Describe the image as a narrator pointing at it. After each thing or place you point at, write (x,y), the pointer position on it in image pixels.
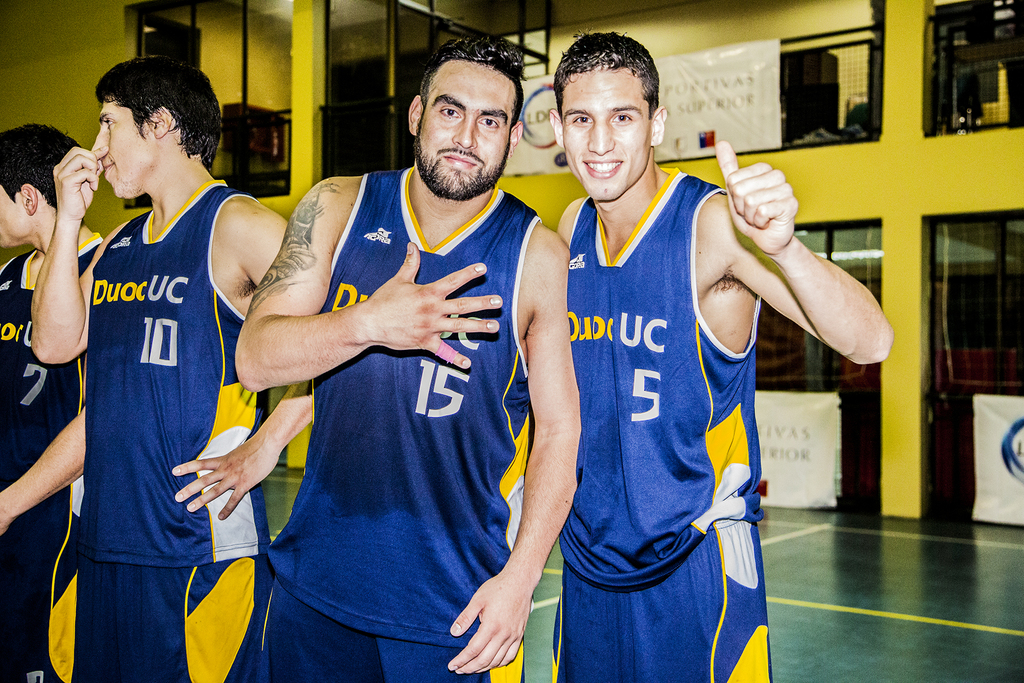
In this image I can see there are persons (578,388) standing on the floor (838,573). And at the back (698,74) there is a banner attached to the fence (954,65).
